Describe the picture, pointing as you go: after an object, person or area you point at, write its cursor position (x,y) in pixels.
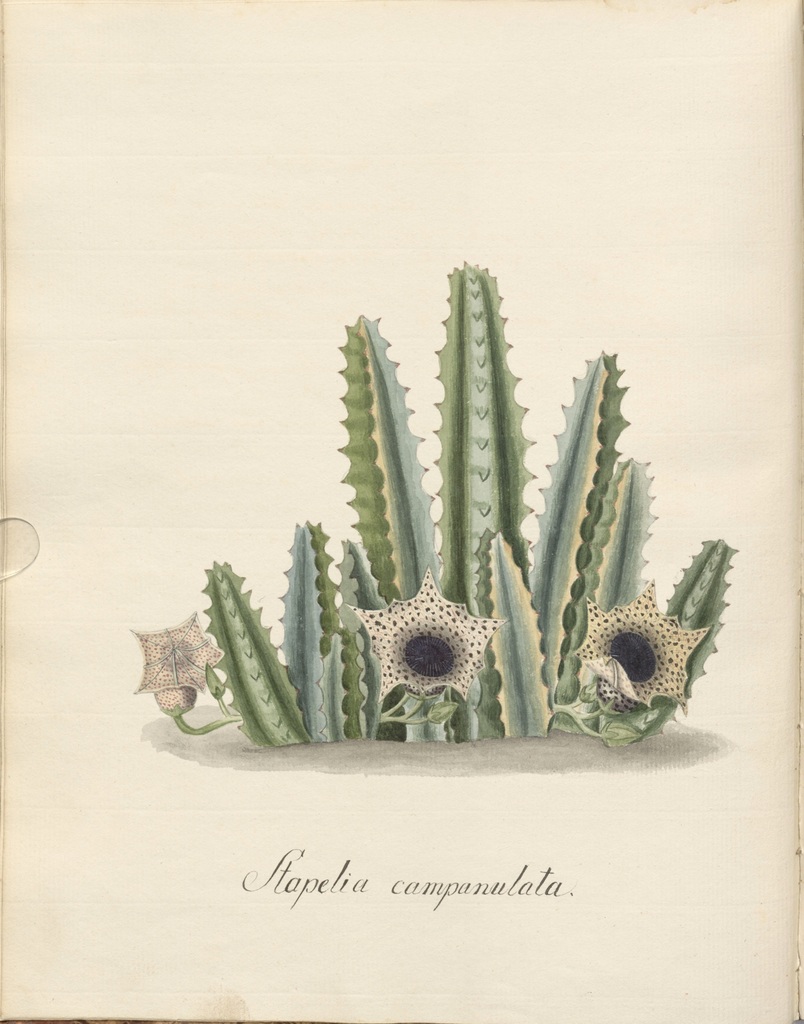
In this image there is a paper (482,52). In the center of the paper (235,795) we can see the cactus plant (218,580) and there are flowers (204,679). At the bottom (277,888) there is text (361,892).
